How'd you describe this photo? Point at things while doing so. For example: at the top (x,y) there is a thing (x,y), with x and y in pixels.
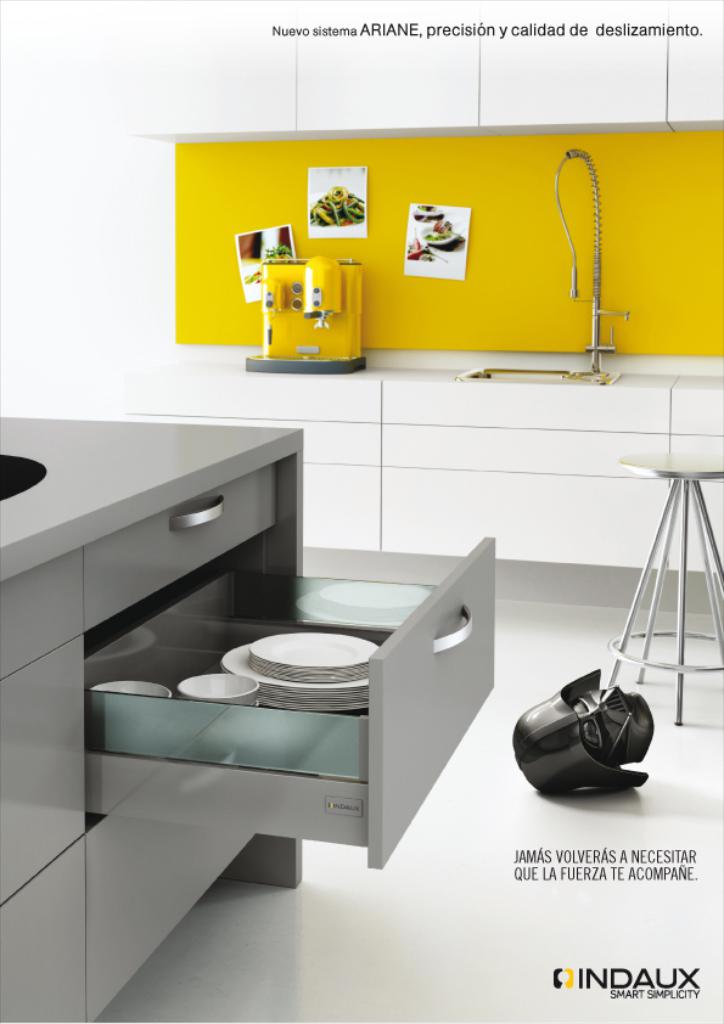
This image looks like a kitchen (570,507). On the left (52,872), we can see a table (127,877) along with drawers (164,804). There are plates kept in the drawer (192,712). In the background (575,376), there is a machine (332,289) and a sink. And three posters (258,284) pasted on the wall (218,232). At the bottom (614,732), there is a face mask (575,760) on the floor (596,815). On the right (662,566), there is a stool (659,577).
